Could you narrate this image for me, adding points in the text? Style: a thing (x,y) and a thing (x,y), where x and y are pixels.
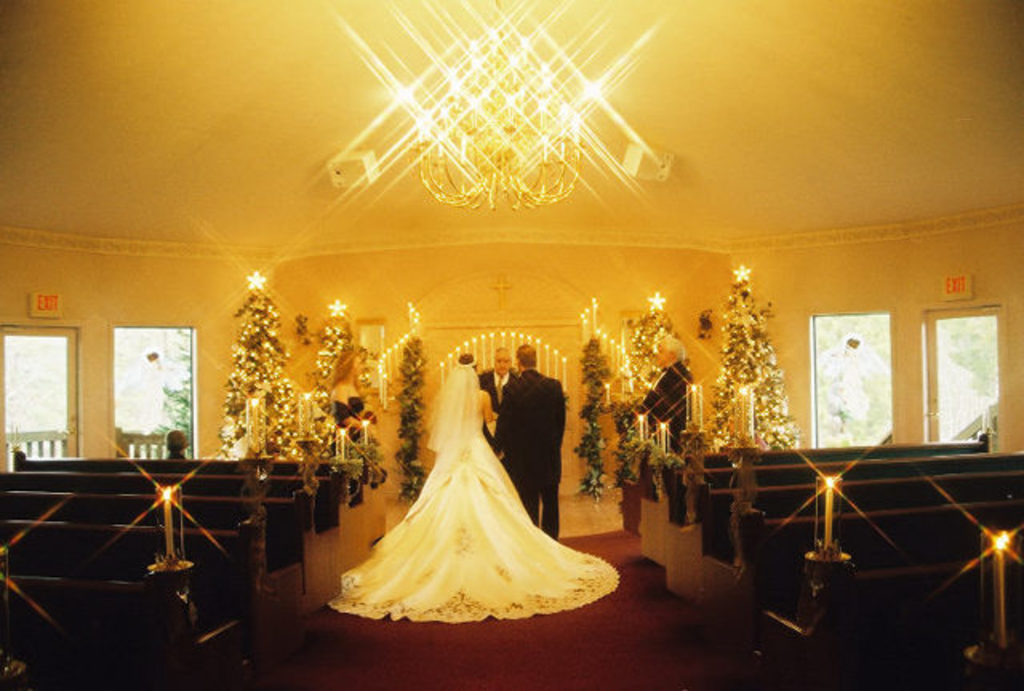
In the picture I can see a couple (453,524) standing in front of a man (502,359) who is wearing a suit (488,377) and tie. I can see a woman (364,404) on the left side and there is a man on the right side (688,409). I can see the wooden benches (796,519) on the left side (256,483) and the right side (796,532) as well. I can see the candles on the table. I can see the trees (734,412) with lighting arrangement (733,445). I can see the glass windows (819,382) on the left side (27,363) and the right side (964,341) as well. I can see a crystal light (583,124) on the roof (581,205) at the top of the picture (489,83).
